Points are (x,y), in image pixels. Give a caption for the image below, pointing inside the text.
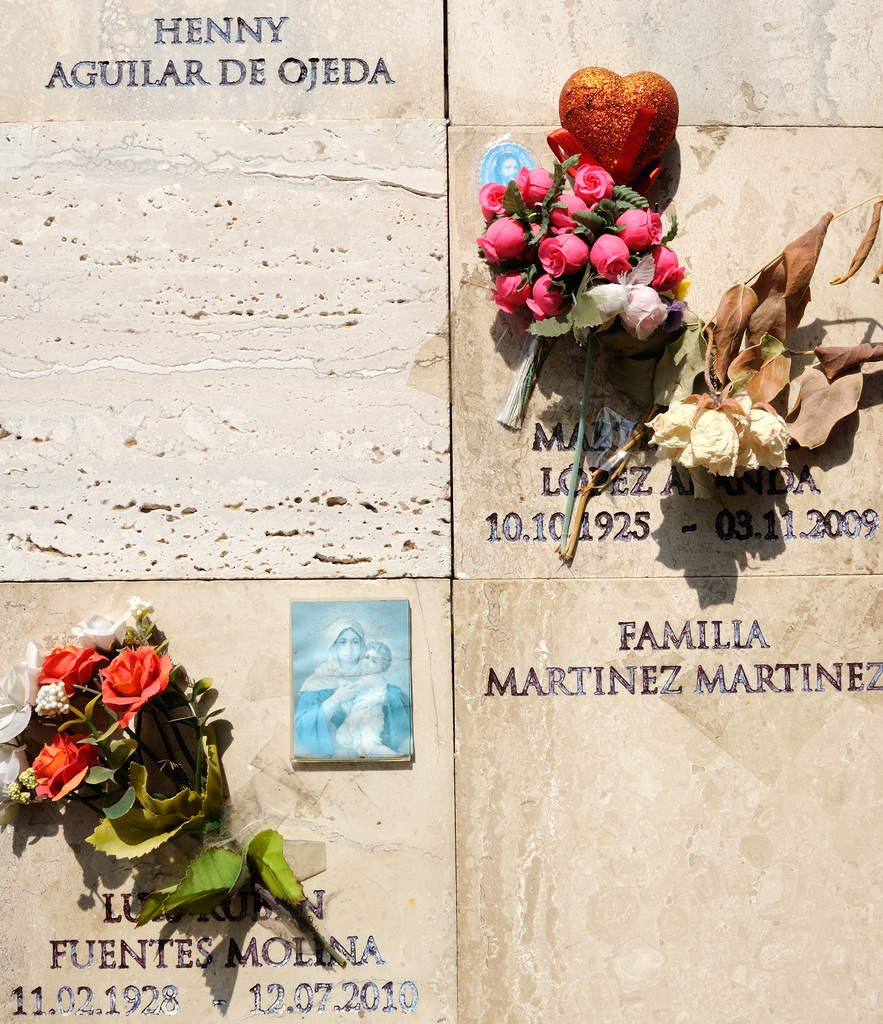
In this image we can see bouquets (144,775), wall hangings (370,697) and text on the wall (512,874).
